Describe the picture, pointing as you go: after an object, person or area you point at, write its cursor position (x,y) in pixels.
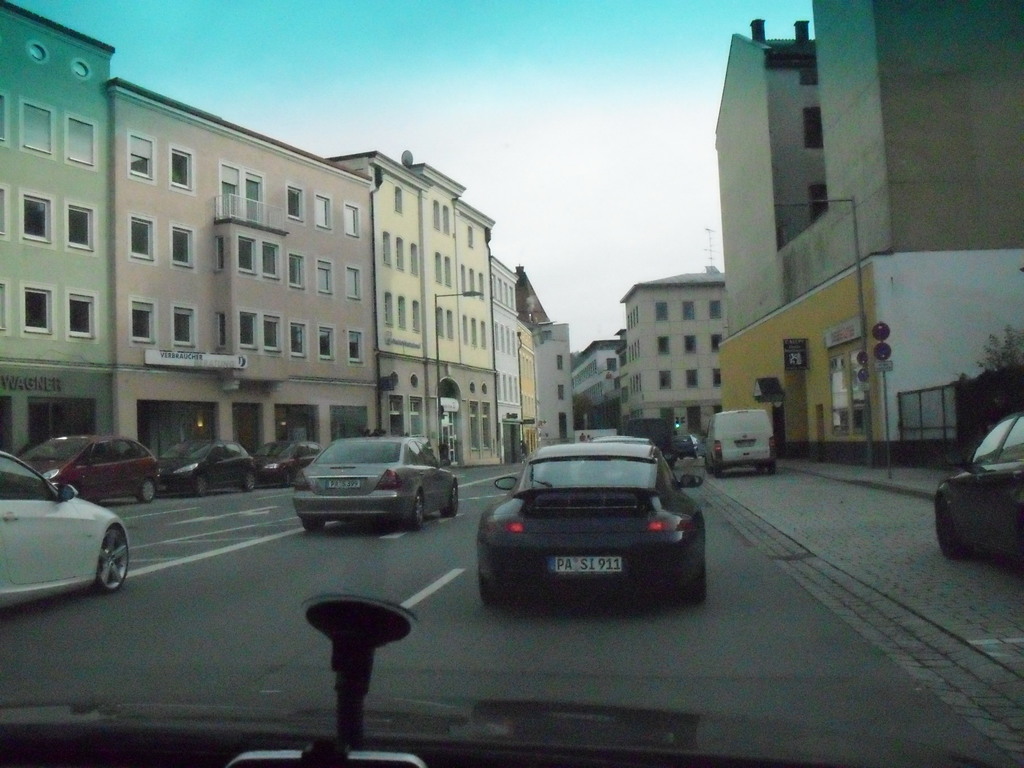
In this picture I can see some vehicles (566,507) are on the road (348,546), around we can see few buildings (791,334), trees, sign boards (849,334).
